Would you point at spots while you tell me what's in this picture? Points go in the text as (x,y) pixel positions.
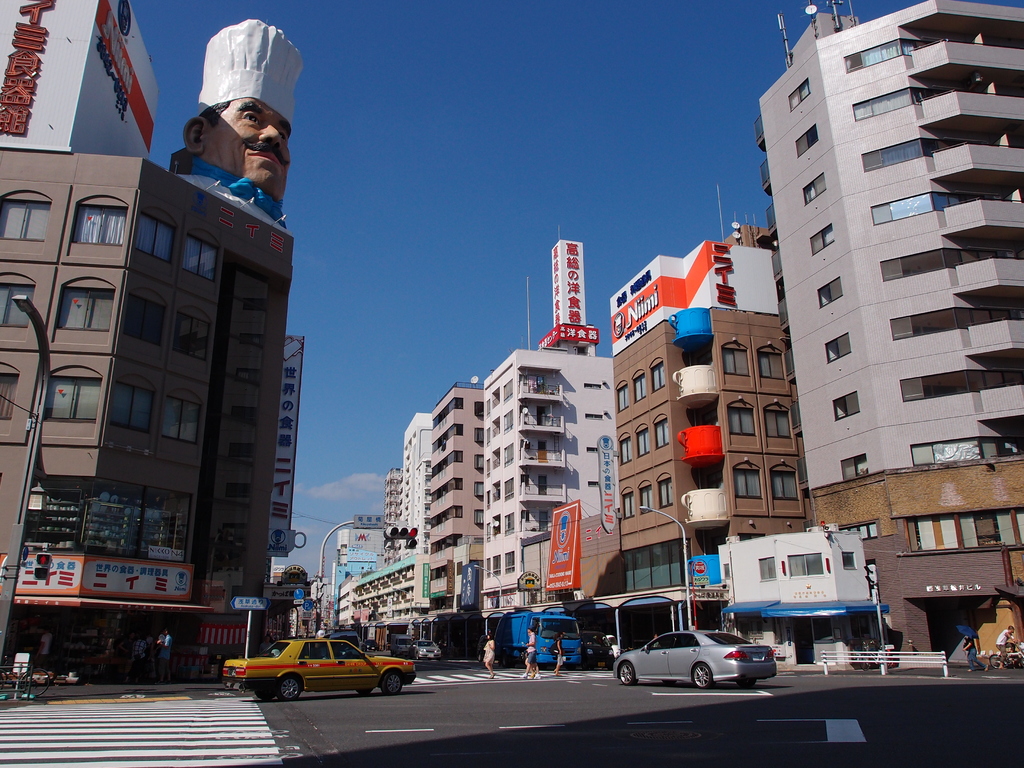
In this image I can see white lines (224,719) on roads (363,697), few vehicles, number of buildings (579,472), number of boards (55,563), few people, clouds (362,485), the sky (410,260) and on these boards (583,255) I can see something is written.
